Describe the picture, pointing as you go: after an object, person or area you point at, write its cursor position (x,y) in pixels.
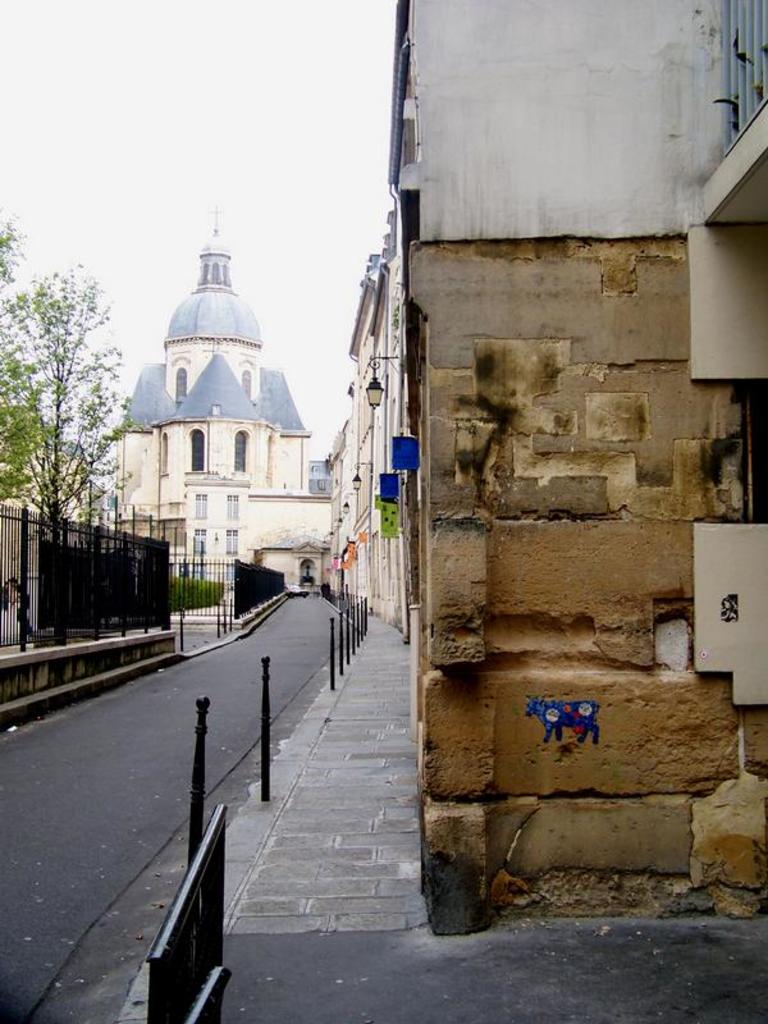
In this picture we can see buildings (149,462) with windows (201,442), fence (119,598), trees (2,395), road (307,600) and in the background (227,173) we can see the sky (314,117).
